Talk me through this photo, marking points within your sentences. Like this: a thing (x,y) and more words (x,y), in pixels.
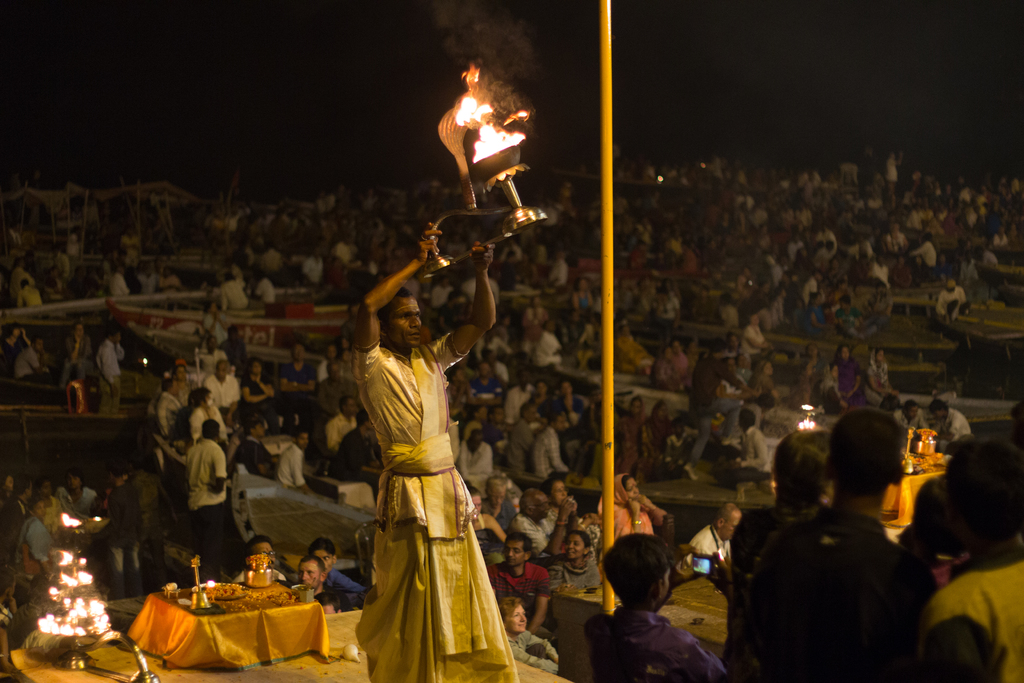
In the picture I can see a person (400,462) wearing different costume (409,551) is standing here and holding a lamp (438,273) in his hands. On the left of the image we can see lamps (76,664) and some objects (297,588) are placed and in the background (953,296), we can see a few more people (492,531) sitting, we can see the boats (19,410) and the dark sky (90,3).
